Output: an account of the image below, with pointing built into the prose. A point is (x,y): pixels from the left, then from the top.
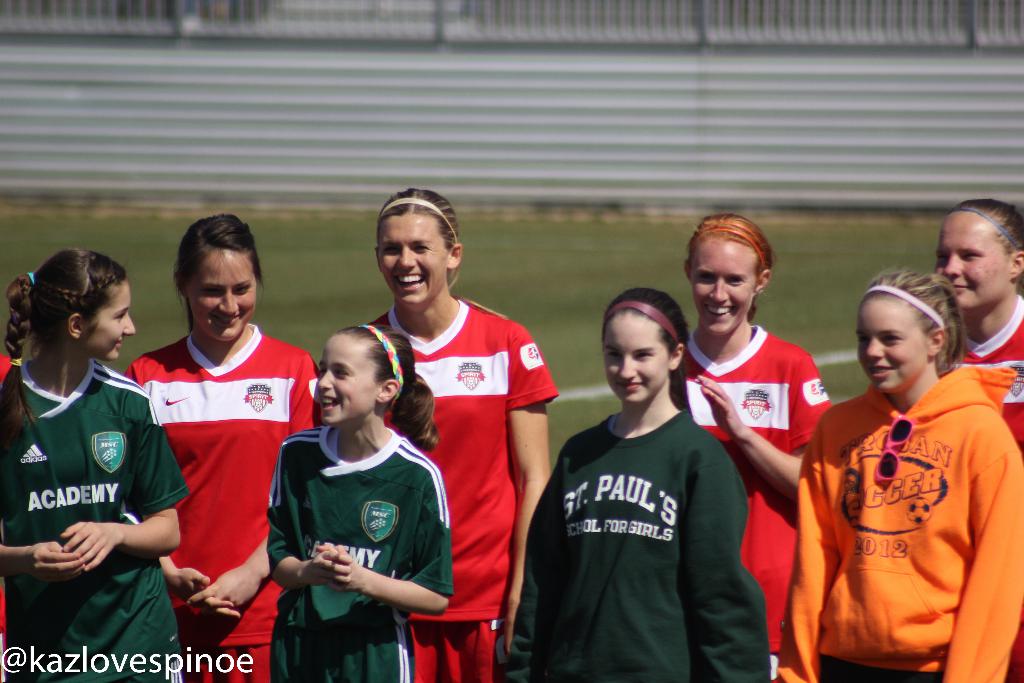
In the foreground of this image (808,526), there are women (610,534) standing and having smile on their faces (659,388). In the background (611,239), there is grass (575,224) and the boundary wall (536,101).
